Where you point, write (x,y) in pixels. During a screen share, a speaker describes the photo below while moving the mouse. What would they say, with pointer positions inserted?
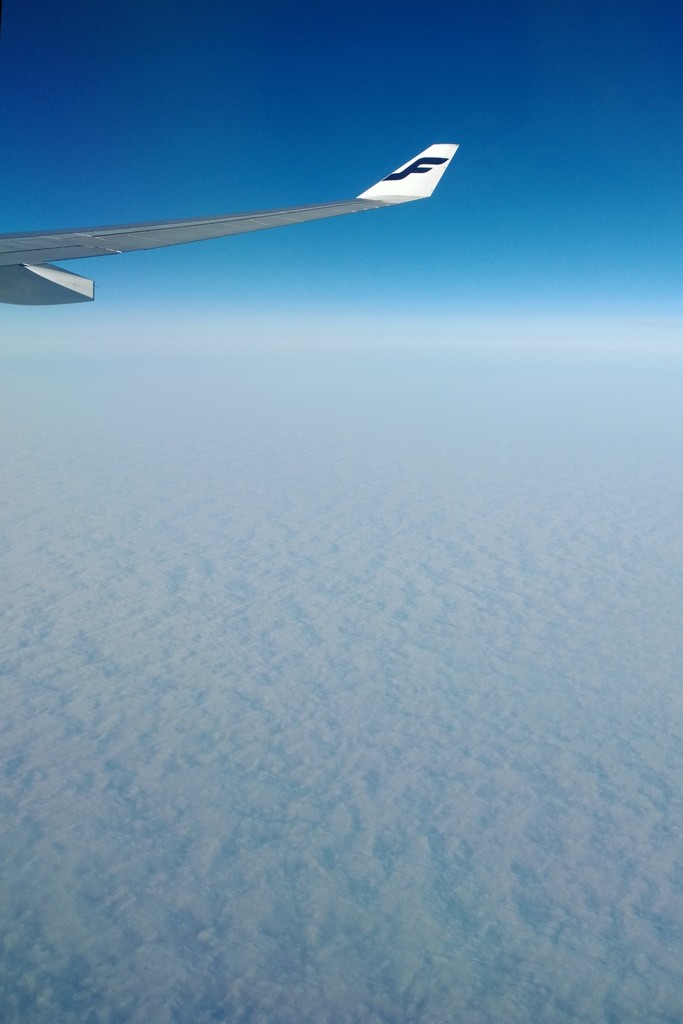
In this picture I can observe a wing (102,237) of an airplane (238,221) in the top of the picture (363,204). I can observe clouds (281,613) and sky (273,98) in this picture.
